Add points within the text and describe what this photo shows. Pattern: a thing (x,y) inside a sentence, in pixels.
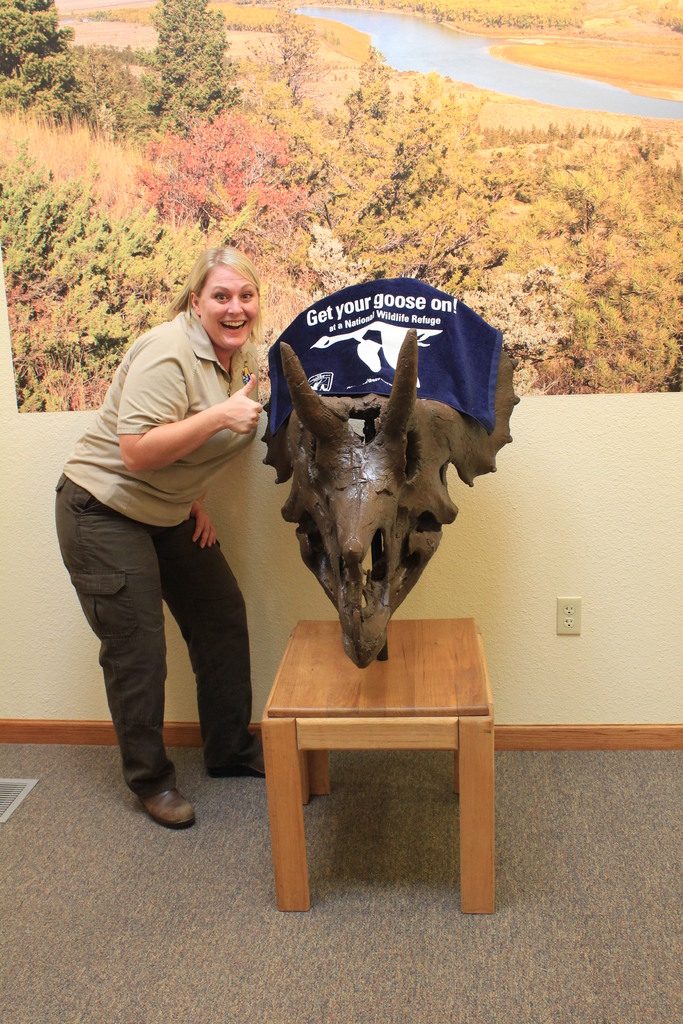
In this image there is a woman (235,256) standing and smiling near a dinosaur skull (405,430) which is placed on a stand (351,711), and at the back ground (479,260) there is a wall poster (349,267), wall (52,641), carpet (76,869).
